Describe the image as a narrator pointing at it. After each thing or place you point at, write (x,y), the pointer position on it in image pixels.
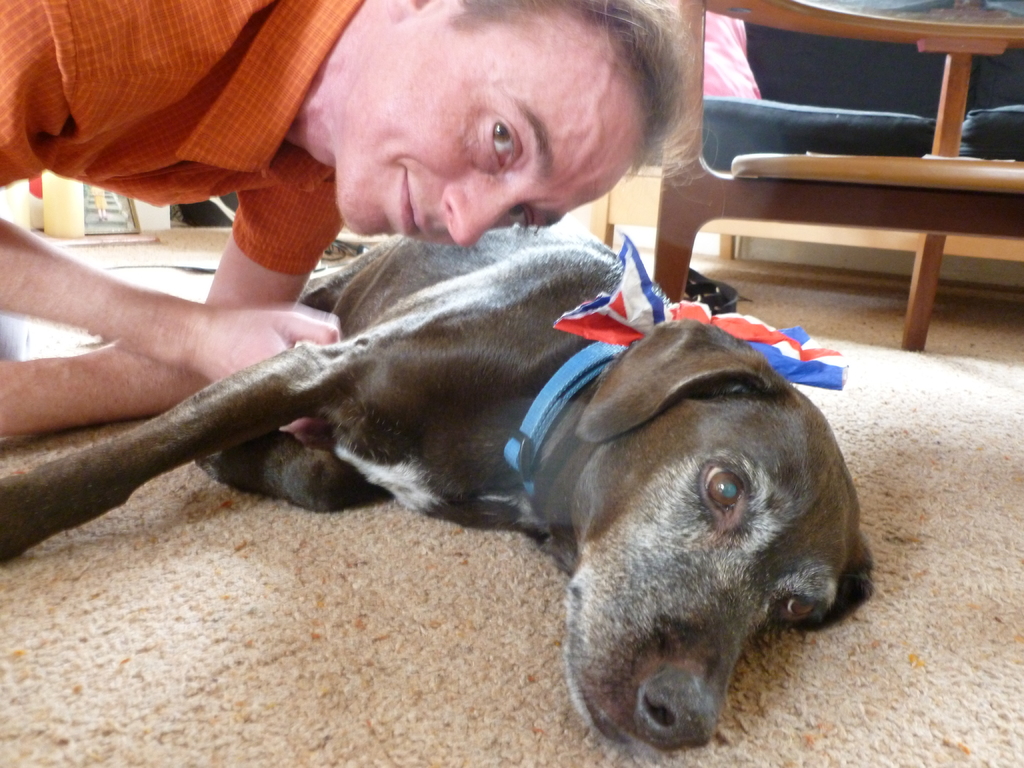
Man (338,119) holding dog (415,387), near there is sofa (828,143).
